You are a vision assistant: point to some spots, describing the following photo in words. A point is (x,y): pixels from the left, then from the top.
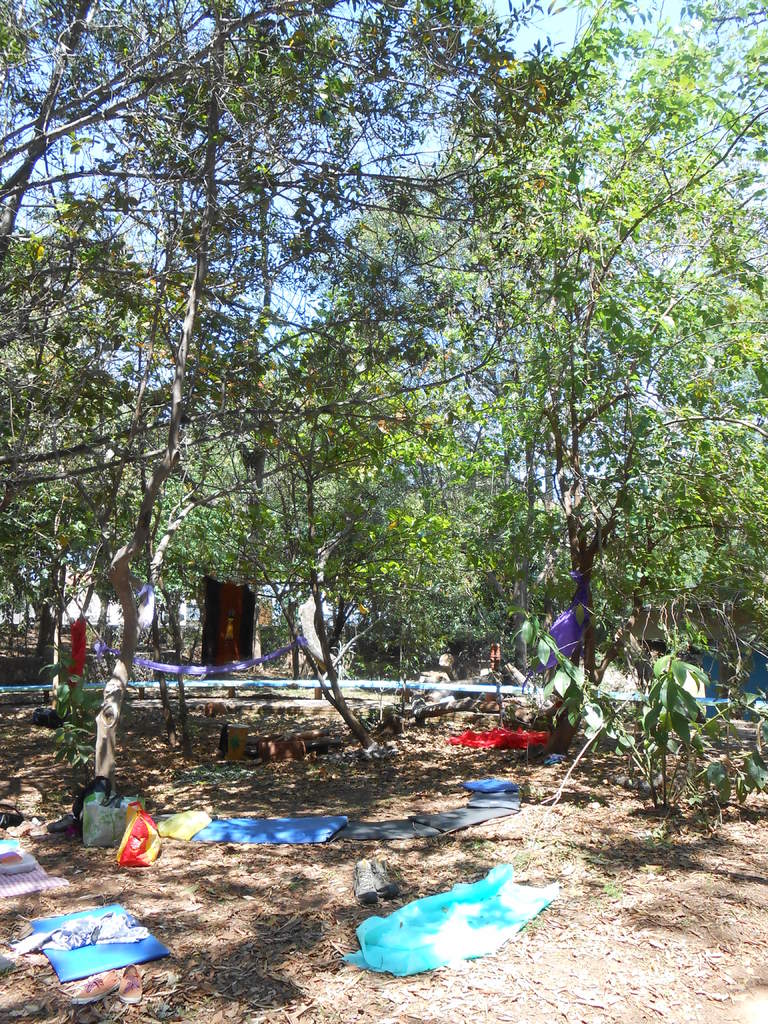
This picture shows few trees (544,188), Few plants (83,701), Clothes (186,814) and carry bags (118,837) on the ground (174,962). We see dried leaves (289,779) and a blue cloudy sky (399,134).
